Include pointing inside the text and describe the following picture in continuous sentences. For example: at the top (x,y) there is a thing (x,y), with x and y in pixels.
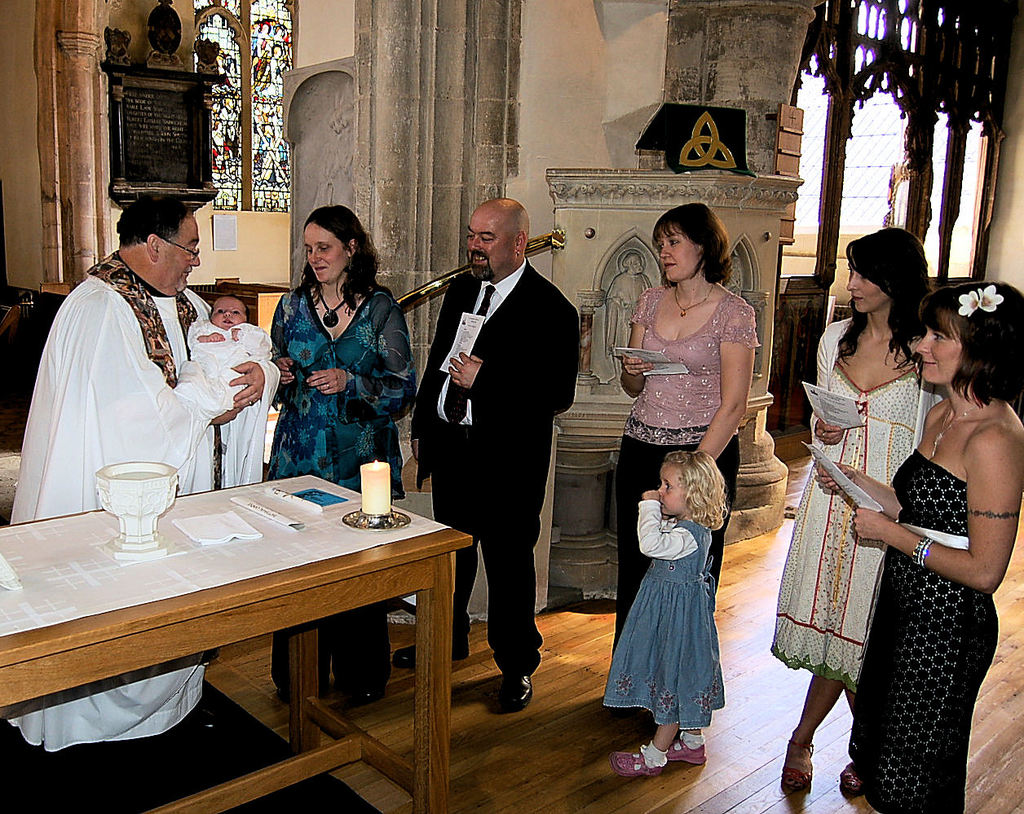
On the left hand side (116,324), there is a man (116,377) in white color dress (111,421) holding a baby (199,361). Beside him, there is a woman (344,368) in blue color dress (358,372) watching at the baby (191,404). beside her, there is a man (490,369) in suit (520,329) laughing. Beside him, there is a woman (714,312) in pink color shirt (717,359) watching and holding papers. On the right hand side (981,440), there are two women (865,307) standing and laughing. In the background (835,55), there is a wall (575,58), window (870,136), notice board (170,131) and a sign (729,161).
